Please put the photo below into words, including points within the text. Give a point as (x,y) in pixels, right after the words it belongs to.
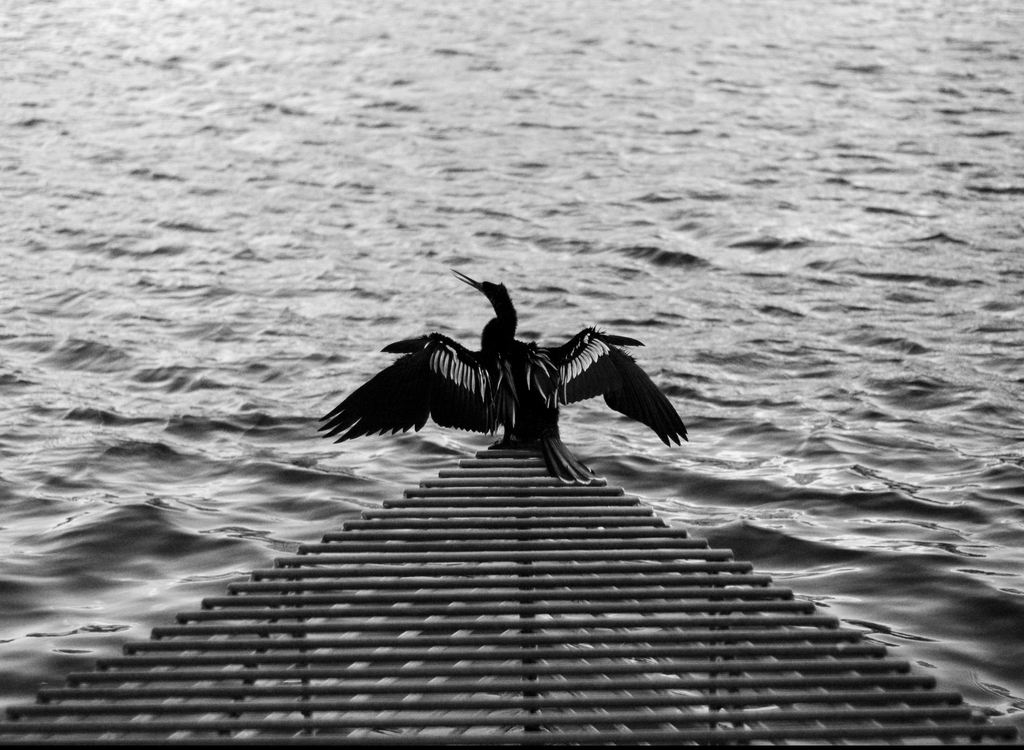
In this black and white image, we can see some water (704,262). There is a bird (384,410) on the roof (445,518) which is at the bottom of the image (510,581).
